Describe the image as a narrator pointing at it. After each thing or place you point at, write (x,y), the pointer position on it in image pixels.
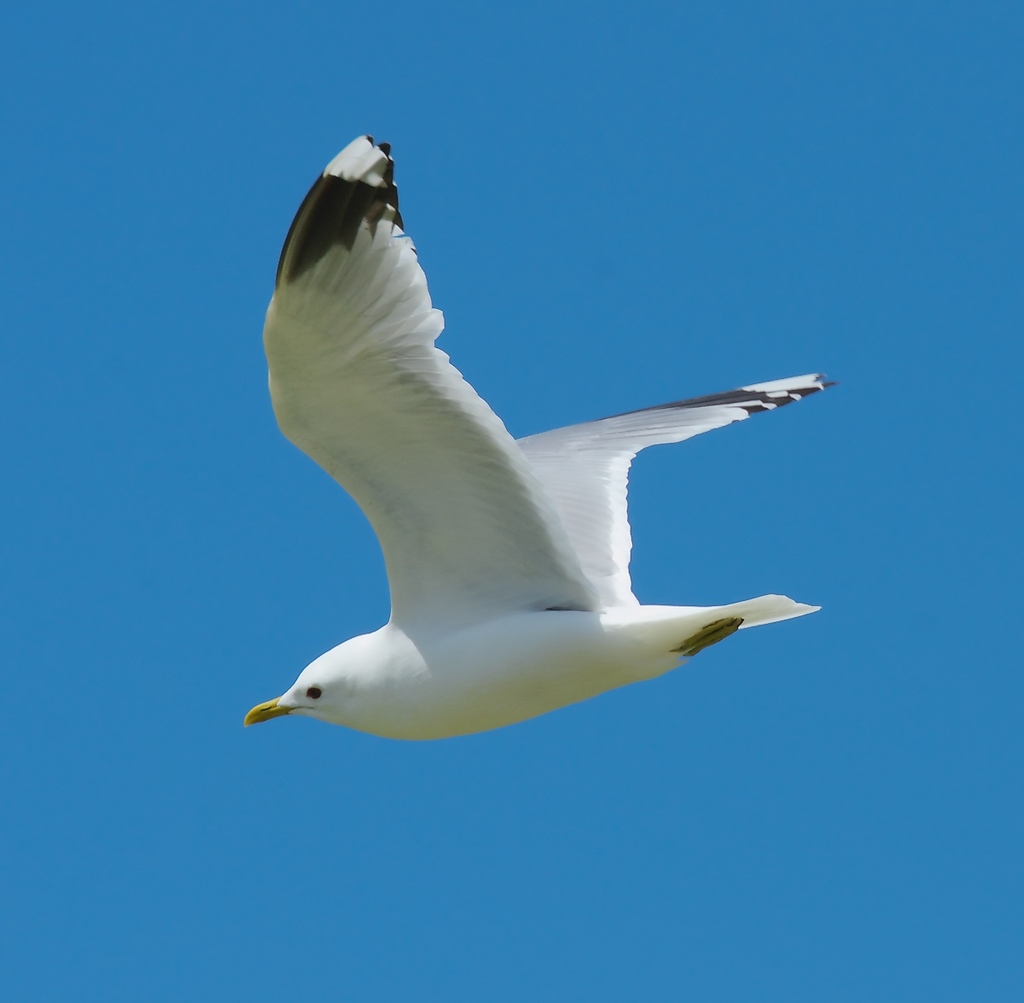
In this image we can see a bird (513,574) flying in the sky (579,76).
